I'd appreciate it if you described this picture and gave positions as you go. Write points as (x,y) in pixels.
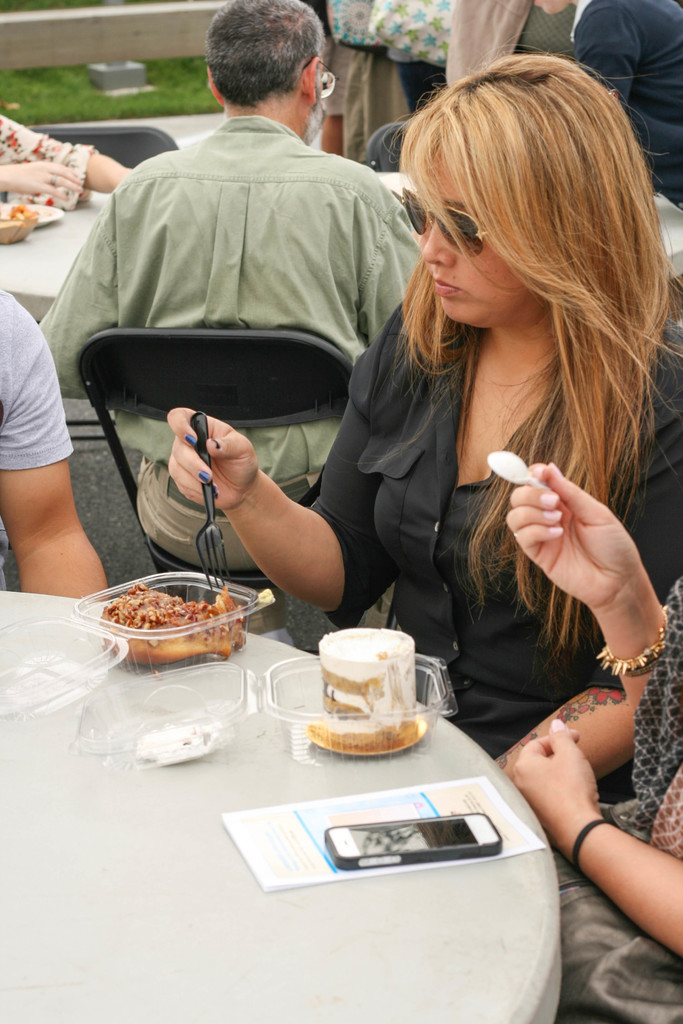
In this image there is a woman (658,343) sitting in the chair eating some food (135,624) in the box (178,589) with the fork (204,560), another person (680,848) sitting in the chair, and in that table (424,771) there is mobile phone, book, cup (336,697), box (290,674) and at the back ground (302,440) there is a man (164,469) sitting in the chair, grass (65,70), wooden fence (66,56) and some group of people (627,52) standing.
